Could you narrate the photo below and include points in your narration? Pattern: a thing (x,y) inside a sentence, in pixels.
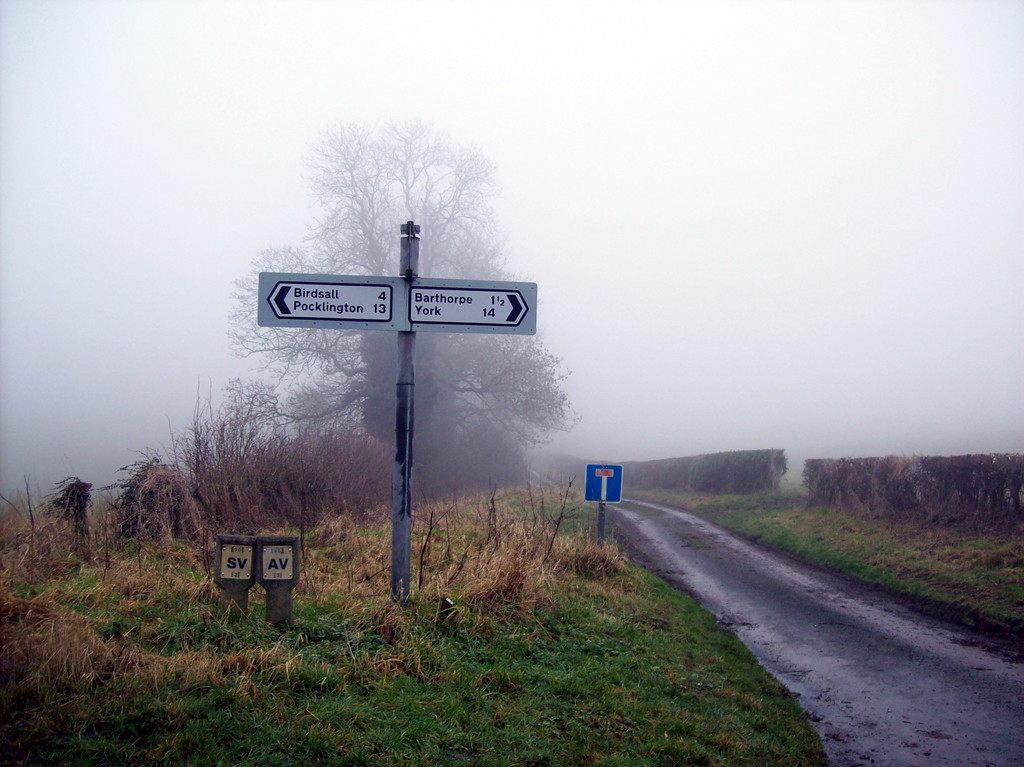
In this picture we can see on both left and right side of the image (916,541) there is a grass (200,678) on the surface (147,638). At the center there is a road (749,602) and on left side of the image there is a directional board (424,289). At the back side (493,380) there is a tree (488,385).
